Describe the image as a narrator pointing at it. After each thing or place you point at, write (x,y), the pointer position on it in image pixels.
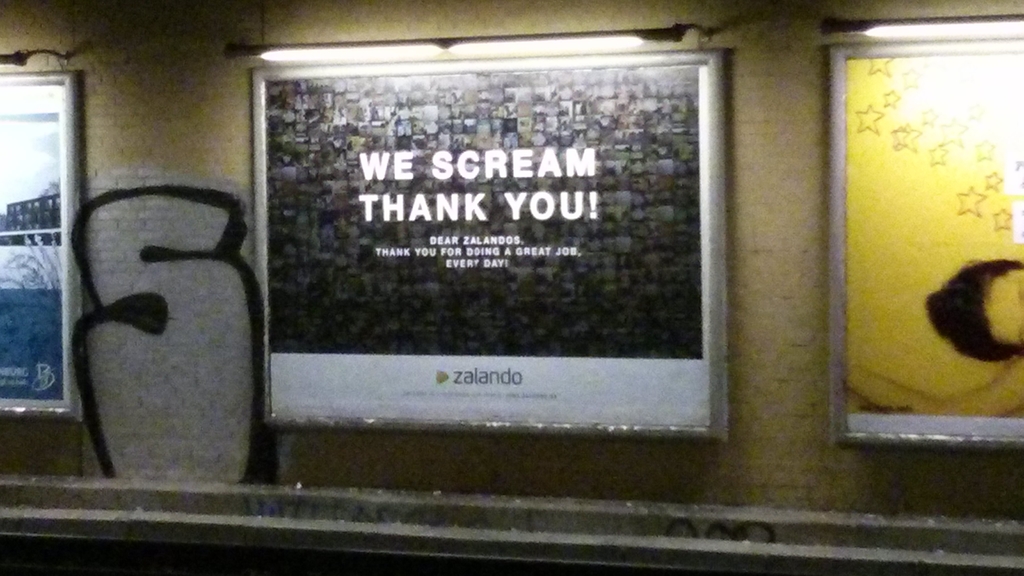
Hoardings (858,273) are on the wall (217,217). Above this hoardings (594,317) there are lights (510,50).
